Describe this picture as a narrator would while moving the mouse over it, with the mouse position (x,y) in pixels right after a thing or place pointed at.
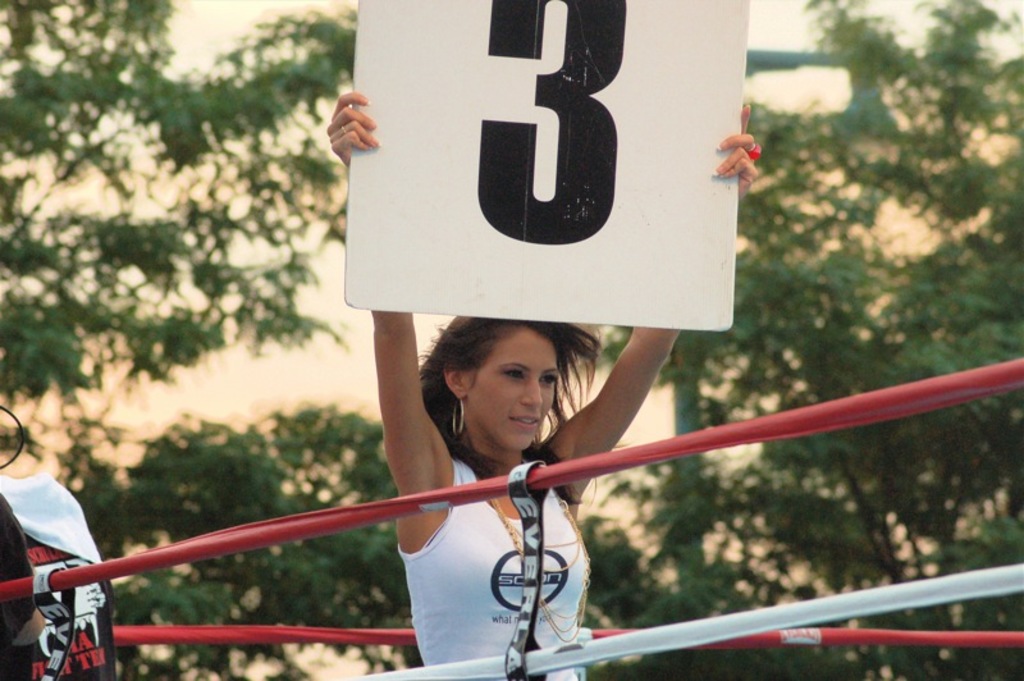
In this image, we can see a woman (518,526) is holding a placard (416,289) and smiling. Here we can see ropes (623,643). On the left side of the image (112,652), we can see a banner (82,642) and cloth (25,503). Background (979,117) there is a blur view. Here we can see trees (972,270) and poles (694,396).
